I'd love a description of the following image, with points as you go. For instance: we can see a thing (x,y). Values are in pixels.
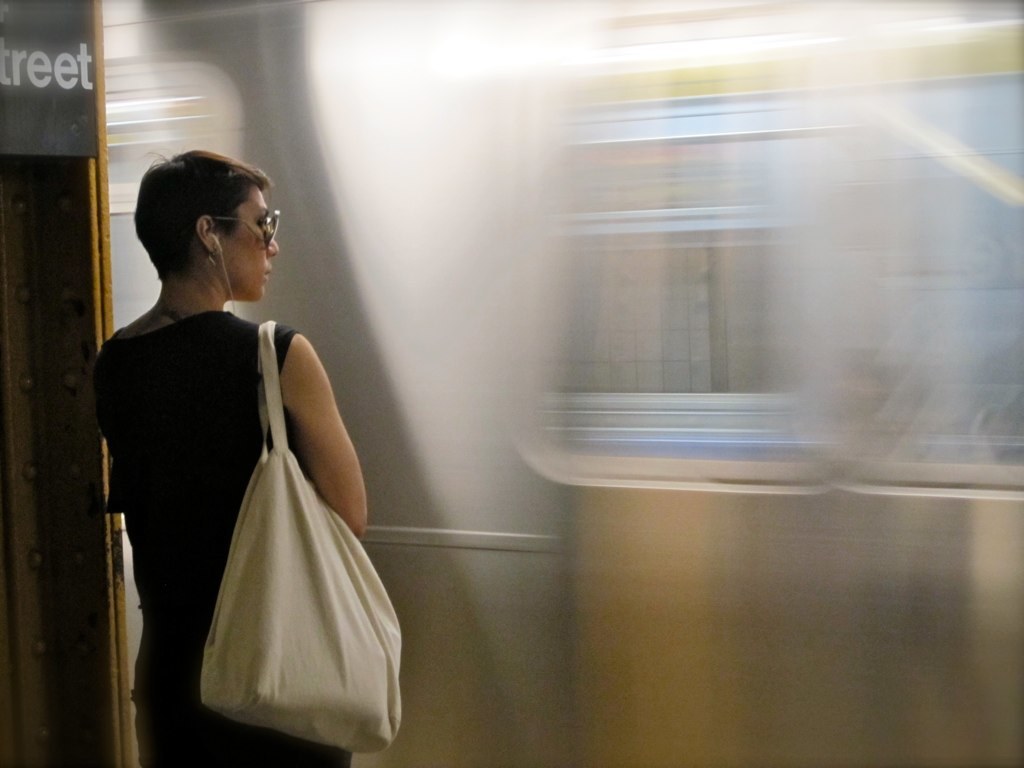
In this image, in the left side (239,746) there is a woman (98,361) she is standing and she is carrying a white color bag (291,593).
